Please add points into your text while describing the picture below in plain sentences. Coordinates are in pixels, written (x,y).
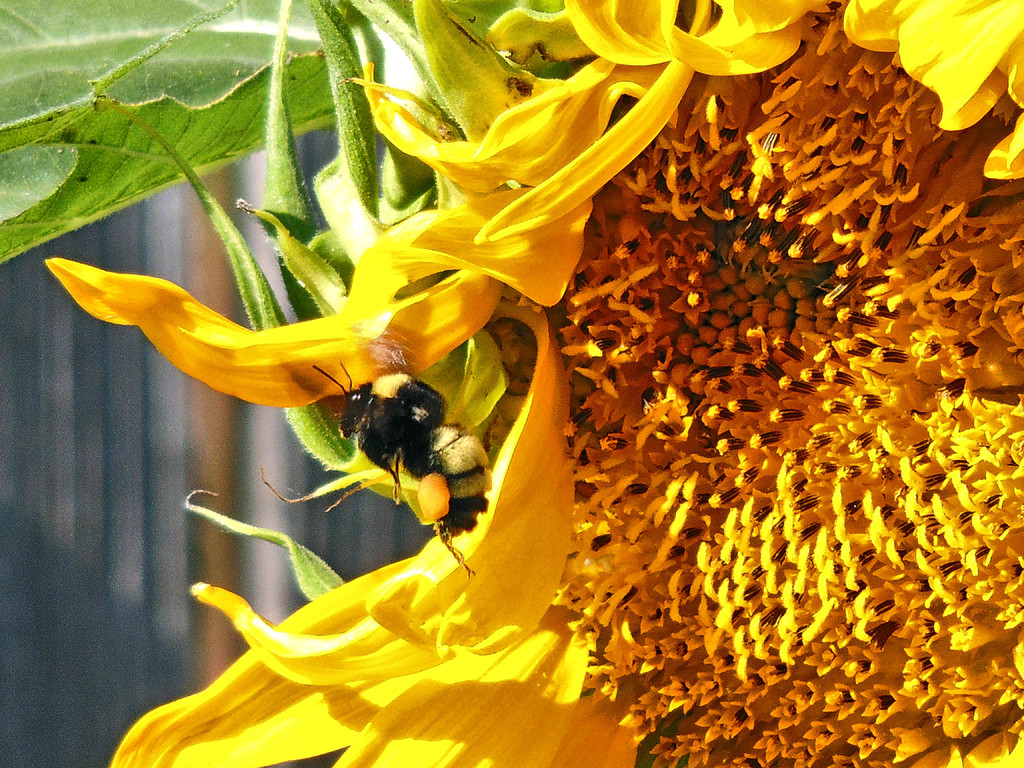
In this image we can see the bumblebee (392,436) and also the yellow color flower (772,278) and the background (15,522) is blurred.
